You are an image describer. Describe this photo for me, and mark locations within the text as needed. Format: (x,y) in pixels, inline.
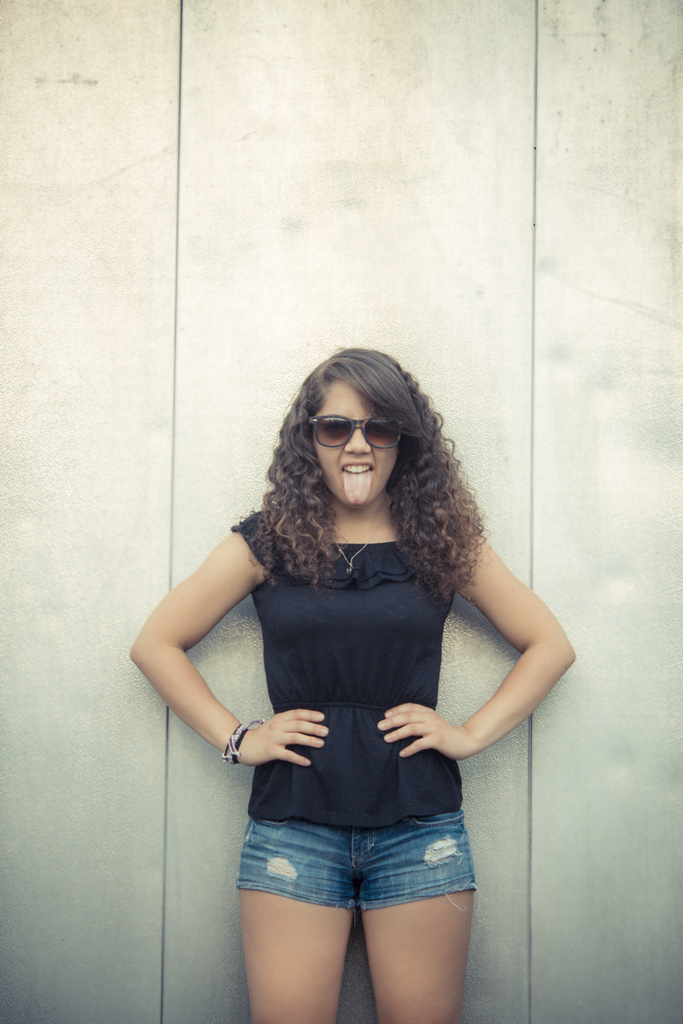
In this image we can see a girl (308,682). A girl (326,767) is wearing a black color top (373,682) and a blue color jeans short (364,863).
